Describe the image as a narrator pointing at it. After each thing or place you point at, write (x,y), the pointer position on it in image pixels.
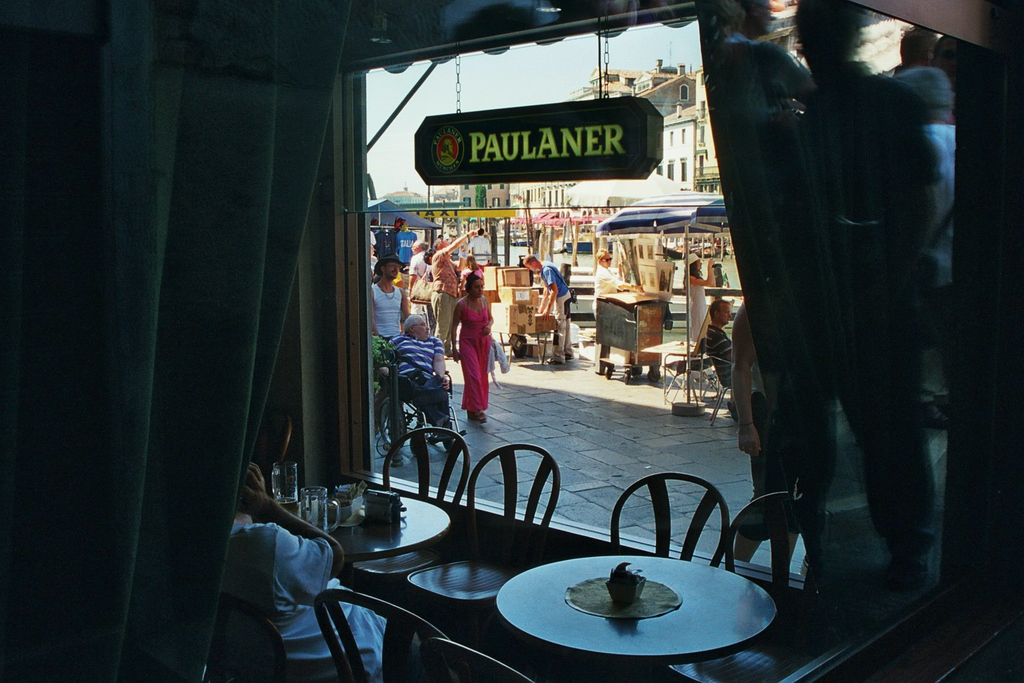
It is an inside view of the shop (968,373). Here we can see tables (702,601), chairs (464,578). Few items (663,603) are placed on it. At the bottom (354,617), we can see a person (315,617) is sitting on the chair (271,656). Here there is a glass (563,438), hoarding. Here we can see the outside view. Few people (477,358), carton boxes (539,324), some objects (544,253), umbrellas (648,230), buildings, platform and sky (451,108) we can see.
